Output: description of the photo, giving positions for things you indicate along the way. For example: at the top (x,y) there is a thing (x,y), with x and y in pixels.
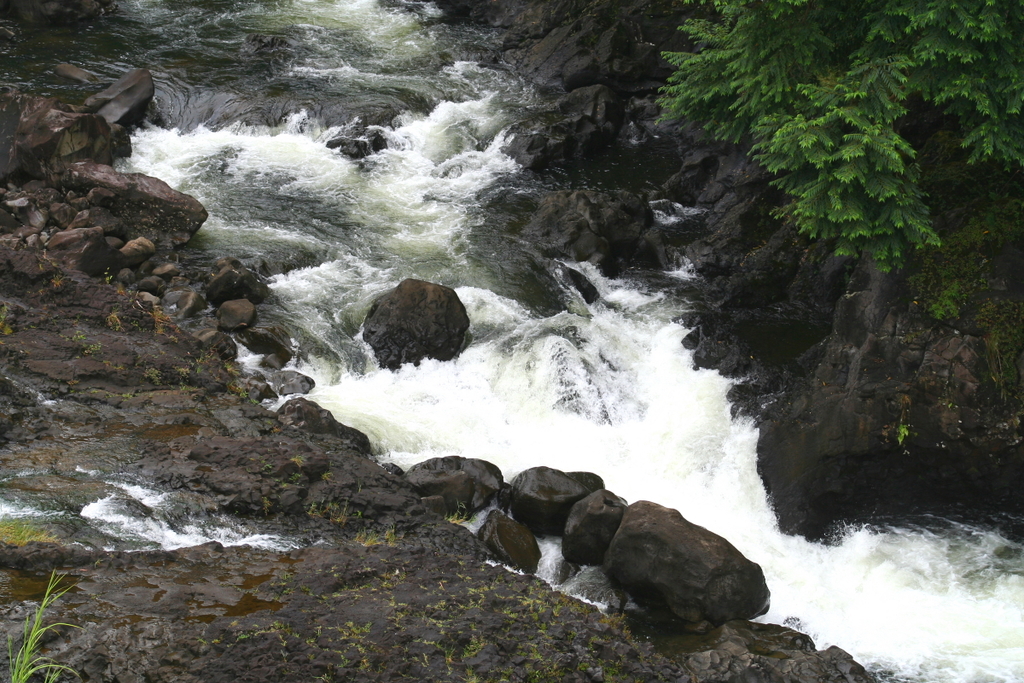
In this picture we can see rocks (276,436) and water (410,273). In the top right corner of the image (856,19), there is a tree (892,62). In the bottom left corner of the image (12,682), there is a plant (24,674). On the rock surface (357,581), it looks like moss (21,529).
